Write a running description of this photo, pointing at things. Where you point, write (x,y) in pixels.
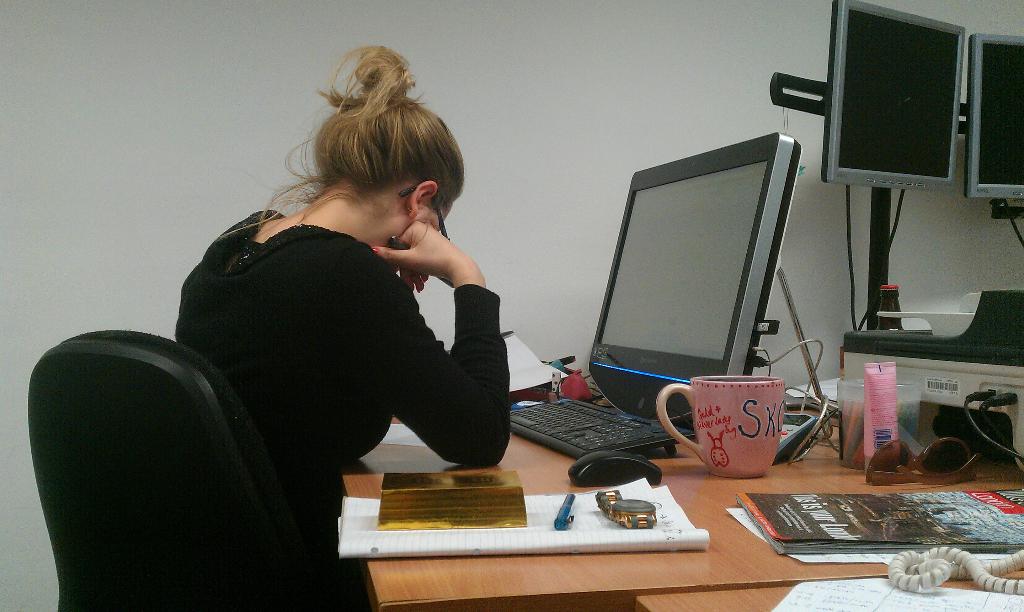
This is the picture inside the room (211,42). There is a woman (302,215) sitting on the chair (243,516). There is a computer (626,215), keyboard (613,426), cup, mouse (651,478), book (643,546), watch (628,501), pen (573,519), telephone (973,572), goggles (961,452), wires (952,548) on the table (445,574).
